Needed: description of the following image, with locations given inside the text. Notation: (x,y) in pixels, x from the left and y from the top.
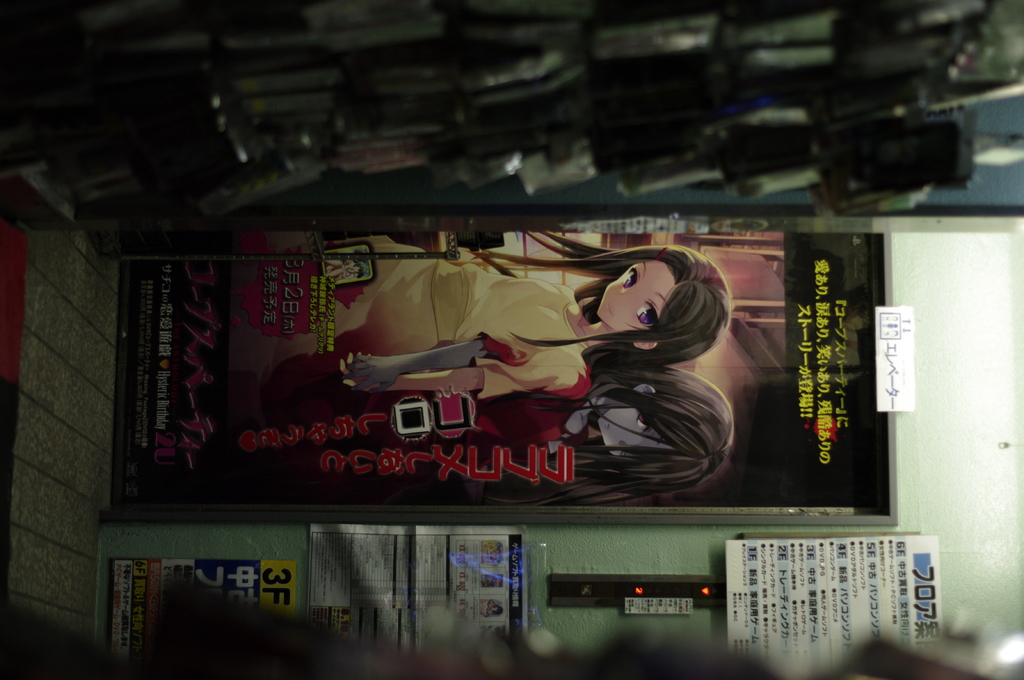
In this image, we can see a poster (143,304), on that posters (162,342) there are two anime girls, there is a blur background (993,507).
